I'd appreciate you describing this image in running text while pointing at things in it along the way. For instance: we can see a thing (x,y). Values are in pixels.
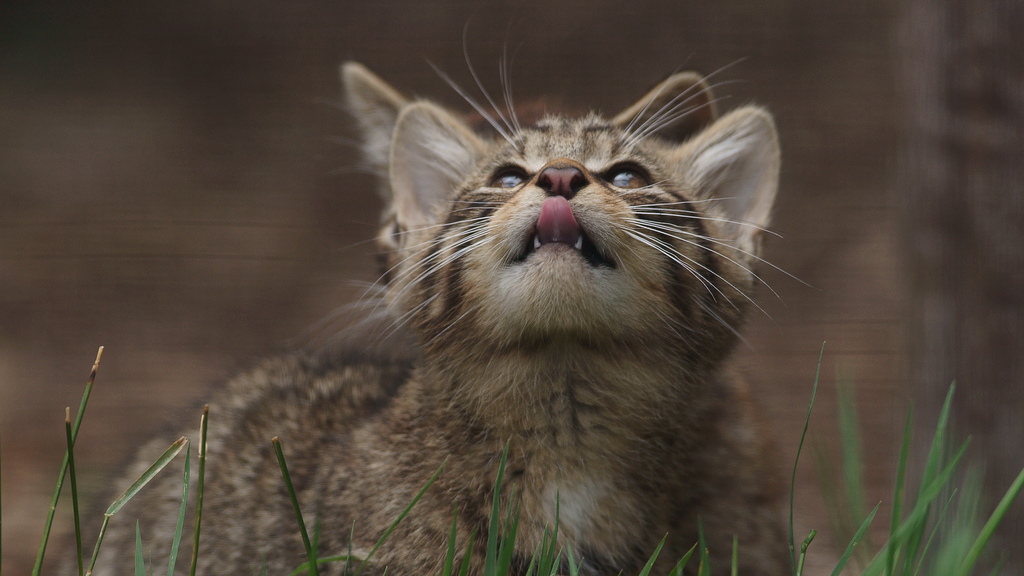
In this image, we can see a cat (572,257) on blur background. There is a grass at the bottom of the image (289,478).
